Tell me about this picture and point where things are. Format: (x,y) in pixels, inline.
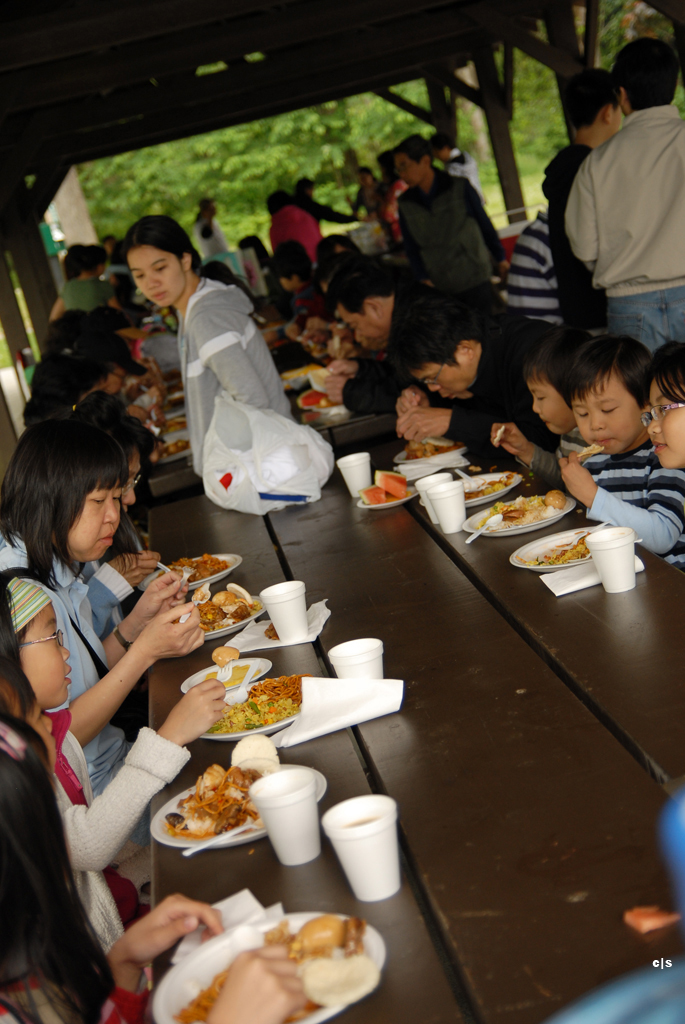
In the middle of the image (338,570) to the bottom (456,699) there is a table (414,639). On the table (467,595) there are plate (511,561) with food items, glasses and tissues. To both sides of the table (404,975) there are few people (128,514) sitting. In the background (441,242) there are few people (363,303) sitting and few are standing. And also there are tables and trees (197,176) in the background (247,150). To the top of the image (541,59) there is a roof (121,27).
